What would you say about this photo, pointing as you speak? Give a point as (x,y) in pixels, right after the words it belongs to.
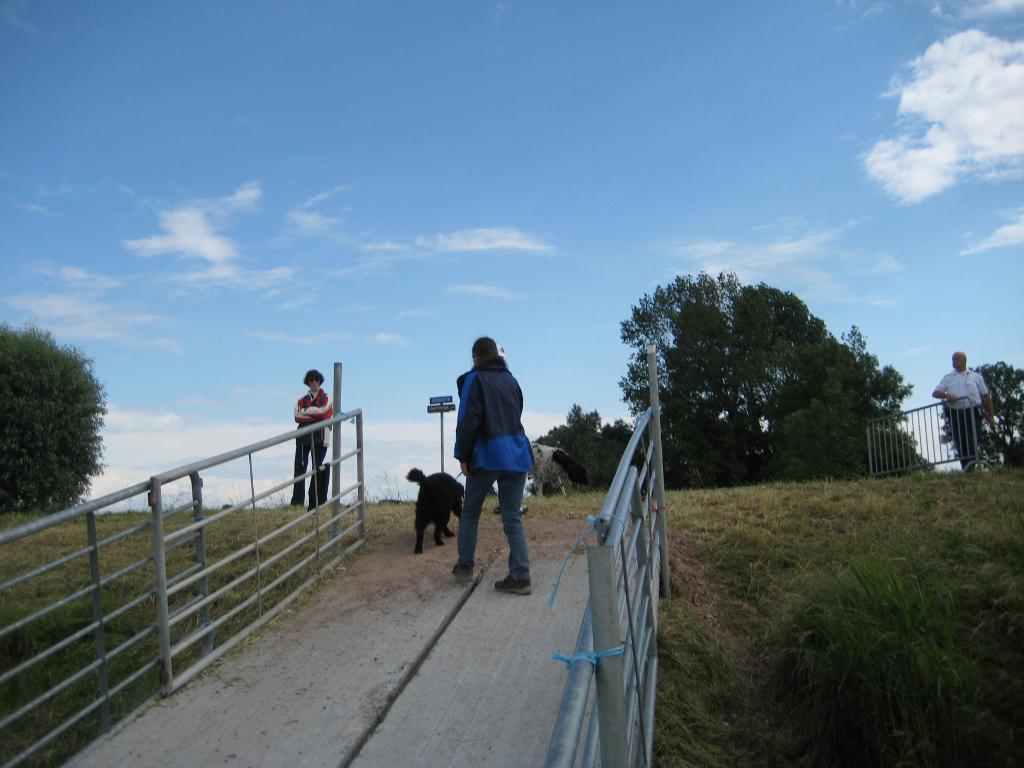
In this image there are people (950,383), there is a person (507,465) walking there is a dog (454,484), there is a fencing (298,521) towards the bottom of the image (602,602), there are poles (441,462), there is the grass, there are trees (726,342), there is the sky (448,211), there are clouds (241,263) in the sky (441,270).
